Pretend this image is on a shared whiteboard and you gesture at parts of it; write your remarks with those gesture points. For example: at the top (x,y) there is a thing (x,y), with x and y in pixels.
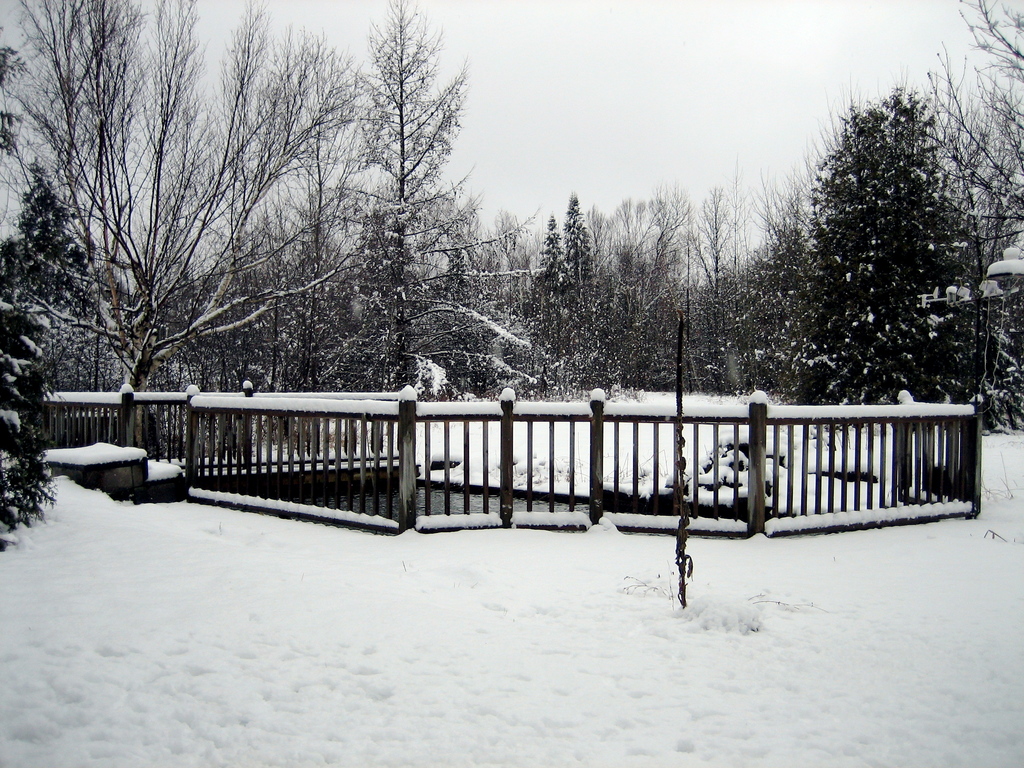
In the image we can see there is a snow (783,634) white in color. There is a fence (599,483), plant (10,411), trees (294,297) and a sky (611,79).
